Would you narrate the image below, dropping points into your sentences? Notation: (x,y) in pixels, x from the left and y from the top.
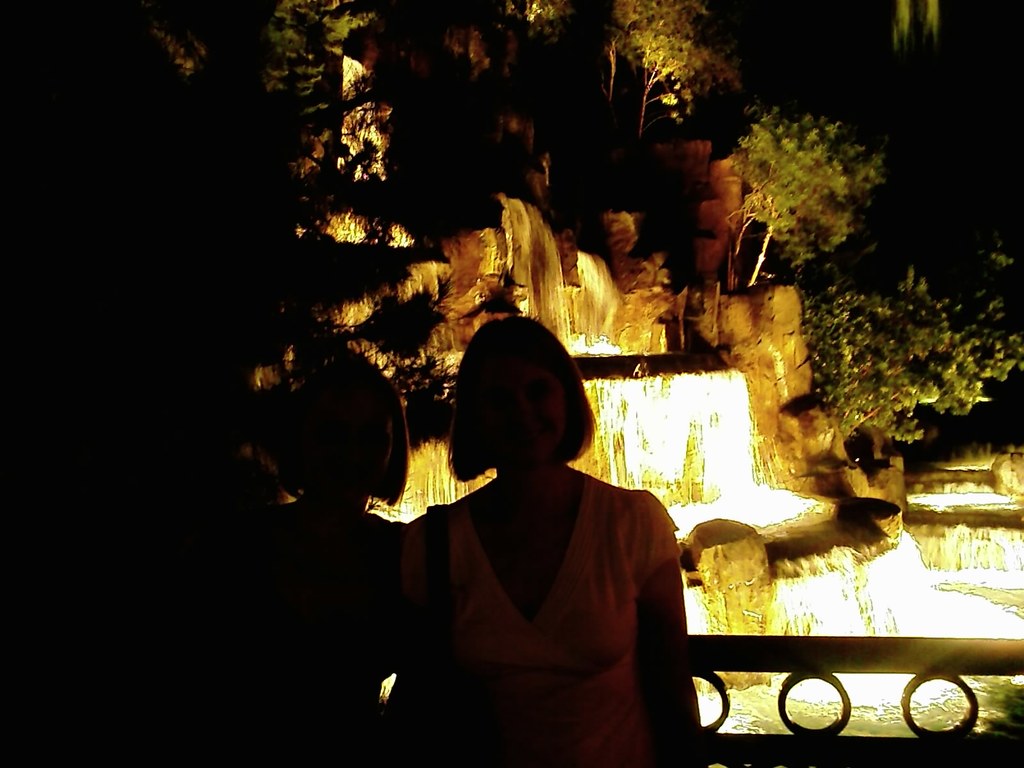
In this image we can see two persons (544,542) standing in front of a water fall (745,704). In the background (800,252) we can see group of trees (800,252).
